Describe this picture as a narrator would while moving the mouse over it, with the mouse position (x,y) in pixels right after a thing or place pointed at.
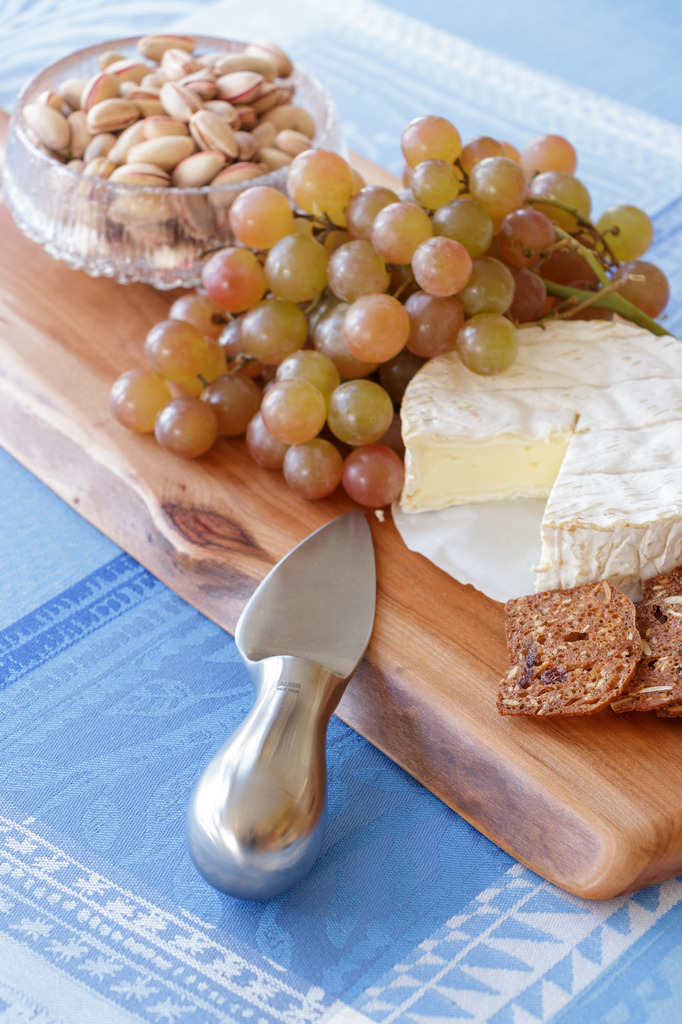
In the picture we can see the grapes (476,326), pistachios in the bowl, a piece of the cheese (515,366), and a knife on the wooden plank (486,701).
